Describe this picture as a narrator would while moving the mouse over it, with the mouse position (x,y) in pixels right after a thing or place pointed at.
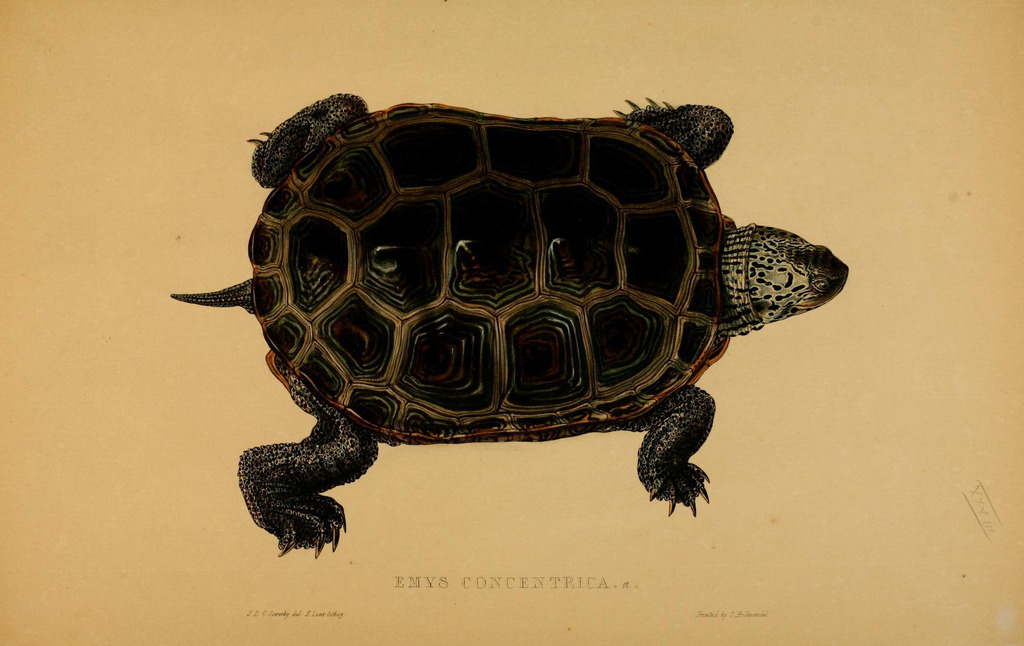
In the center of the image (492,319) a tortoise (402,248) is present. At the bottom of the image (481,588) some text (510,581) is there.
